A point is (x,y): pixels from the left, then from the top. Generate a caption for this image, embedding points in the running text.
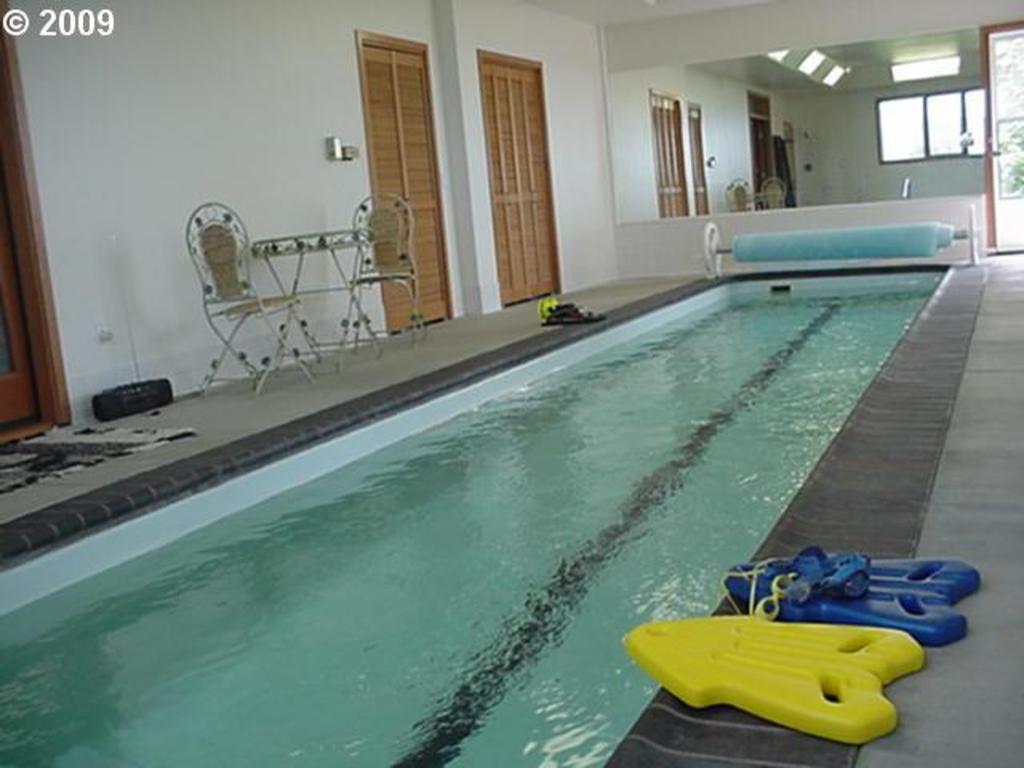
In this image we can see swimming pool (653,500), kickboards (857,668), side tables (331,235), chairs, doormats (93,435), doors (983,59), windows (939,100) and floor (955,342).
